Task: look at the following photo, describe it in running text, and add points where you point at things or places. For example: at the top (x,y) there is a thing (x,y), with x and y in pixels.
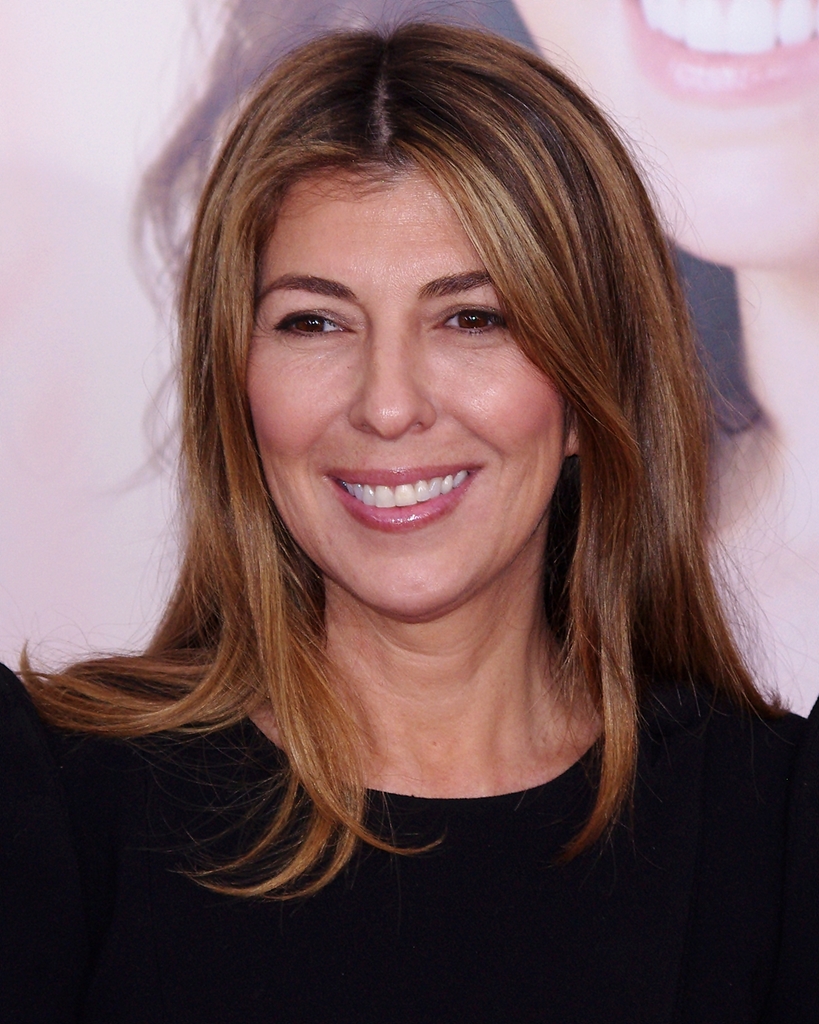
In the center of the image (336,610) there is a lady (637,863) wearing a black color dress (193,893). In the background of the image (158,322) there is a banner (726,192) on which there is a depiction of a lady (713,218).
